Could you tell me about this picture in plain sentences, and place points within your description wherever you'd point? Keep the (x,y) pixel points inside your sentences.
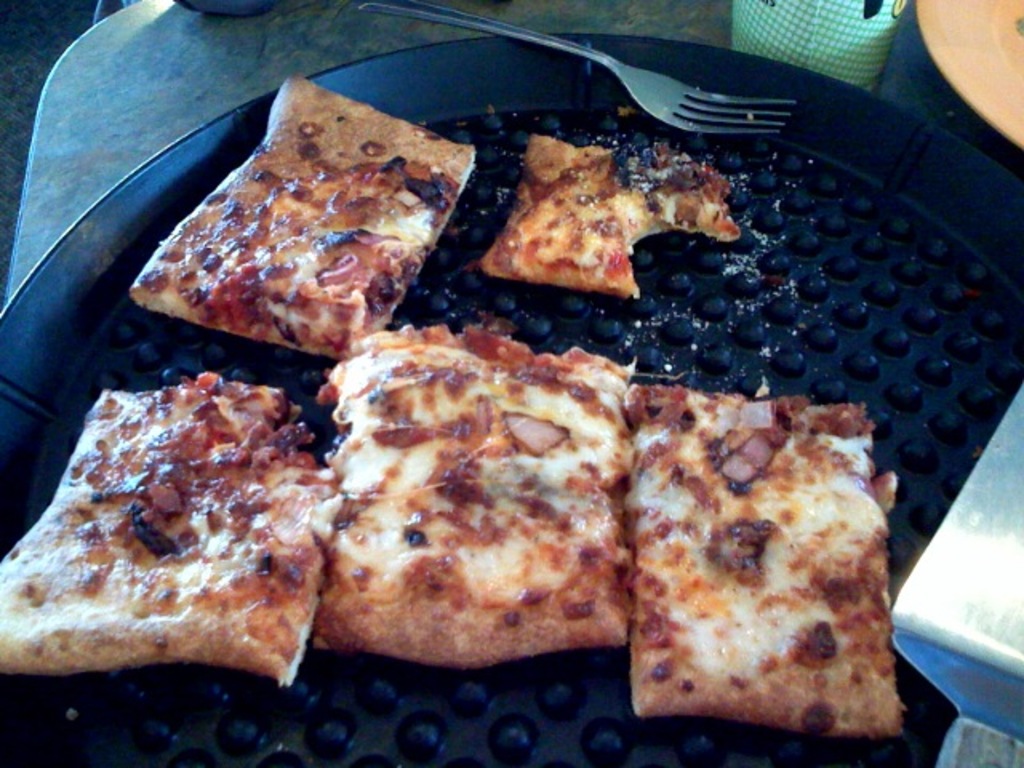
In this picture, we see a flat bread (414,351) and fork (691,124) is placed on the plate (447,688). This plate (451,701) is placed on the table (214,90). We even see the plate (983,41) and glass (828,38) are placed on the table (87,118).
